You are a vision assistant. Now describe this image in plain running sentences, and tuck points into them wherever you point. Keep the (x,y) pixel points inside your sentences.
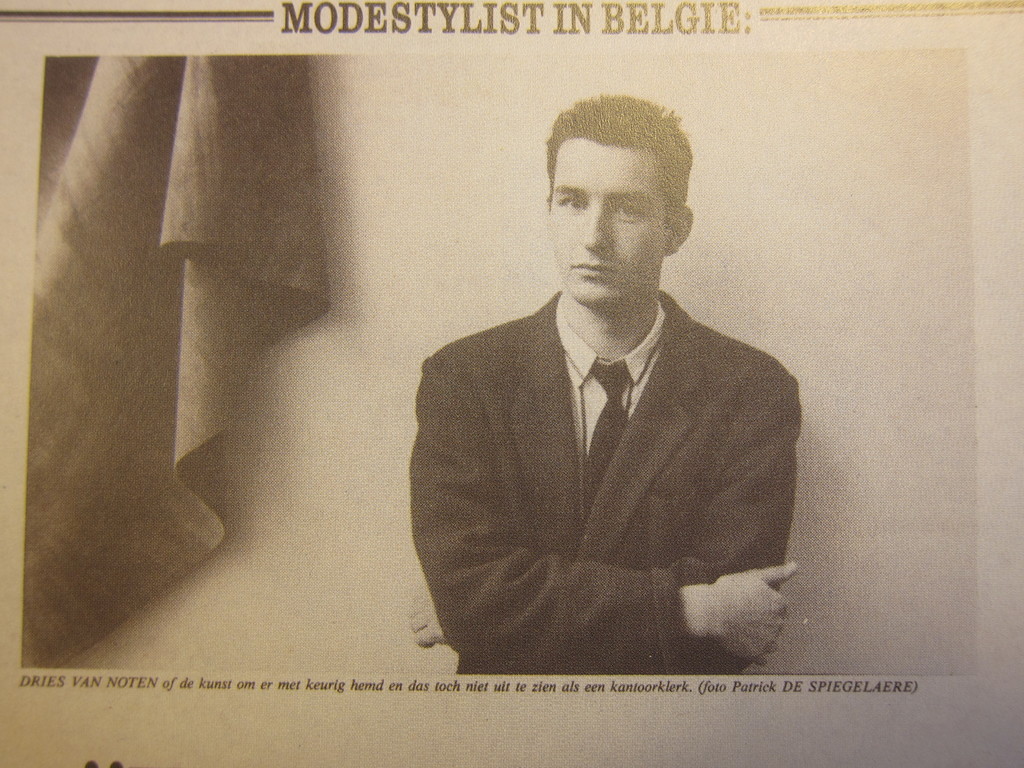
In this image there is a paper (699,191) in that paper (549,379) there is one person (571,192), cloth (235,185) and some text (367,680).
